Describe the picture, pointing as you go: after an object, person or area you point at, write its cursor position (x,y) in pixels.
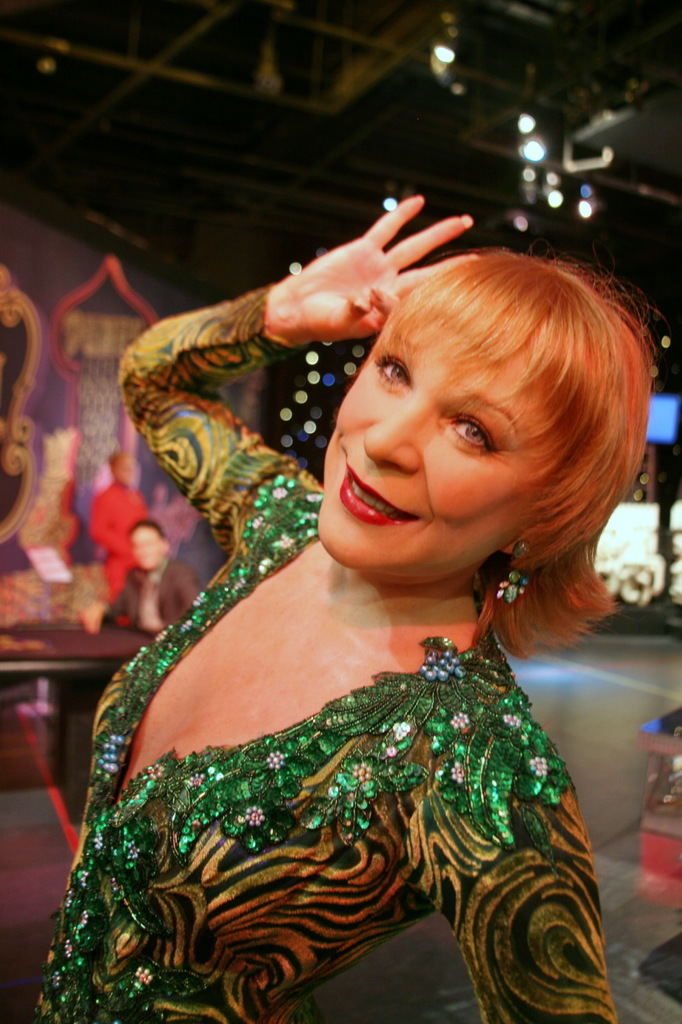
In the center of the image (400,409) there is a lady (424,815) smiling. She is wearing a green dress (268,846). In the background (177,610) there are people (126,584) and we can see a wall (56,257). At the top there are lights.
